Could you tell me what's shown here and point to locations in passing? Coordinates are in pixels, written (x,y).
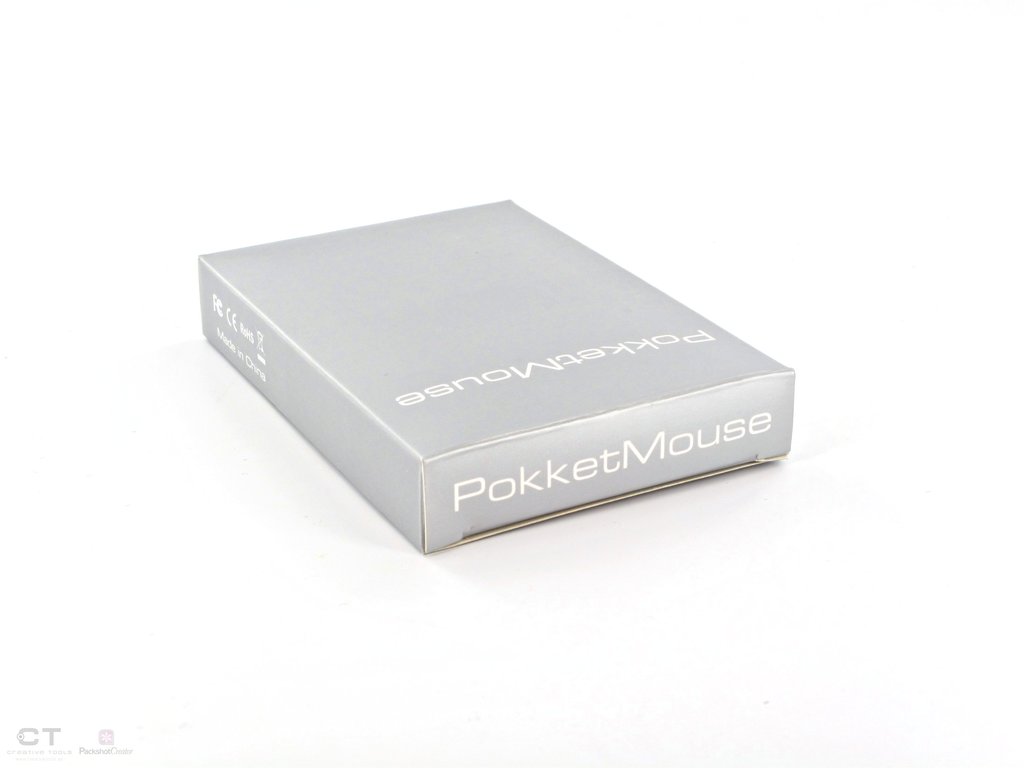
In this image I can see the box (422,318) which is in ash color. And I can see the name pocket mouse (471,482) is written on it. It is on the white color surface (398,601).
